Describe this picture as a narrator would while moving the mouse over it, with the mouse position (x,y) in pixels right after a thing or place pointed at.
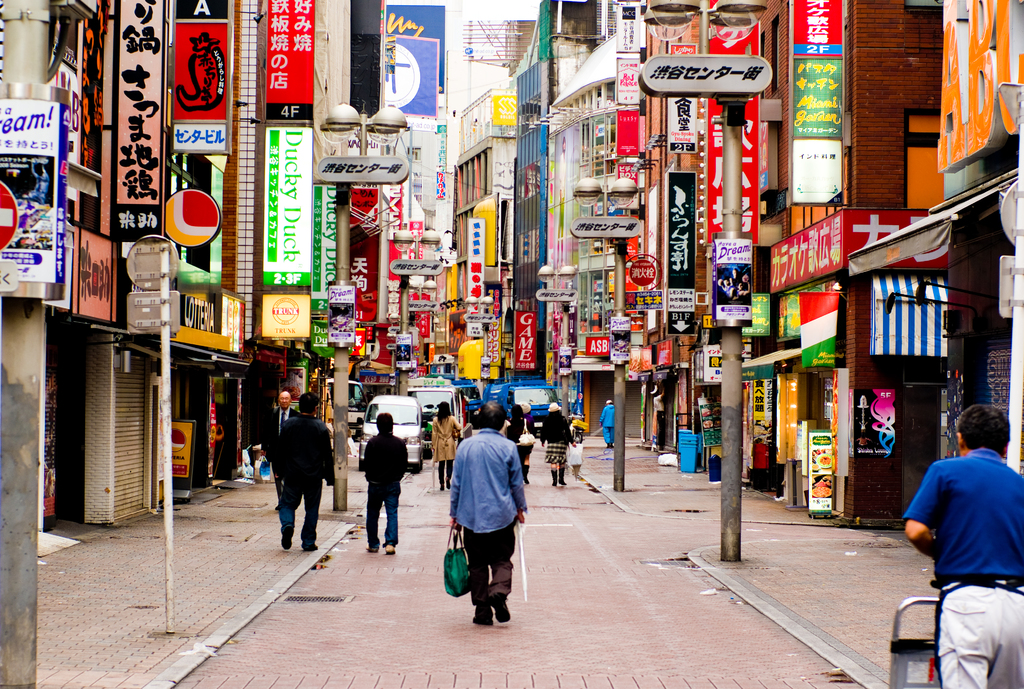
In this picture there are group of people (405,451) walking on the road (563,533) and there are vehicles (454,410) on the road (481,647). There are buildings (839,207) and there are boards (174,23) on the buildings (983,177) and there is text (946,98) on the boards (173,228). There are poles (616,417) and dustbins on the footpath (684,478). At the top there is sky (507,15). At the bottom (584,584) there is a road (657,556).
